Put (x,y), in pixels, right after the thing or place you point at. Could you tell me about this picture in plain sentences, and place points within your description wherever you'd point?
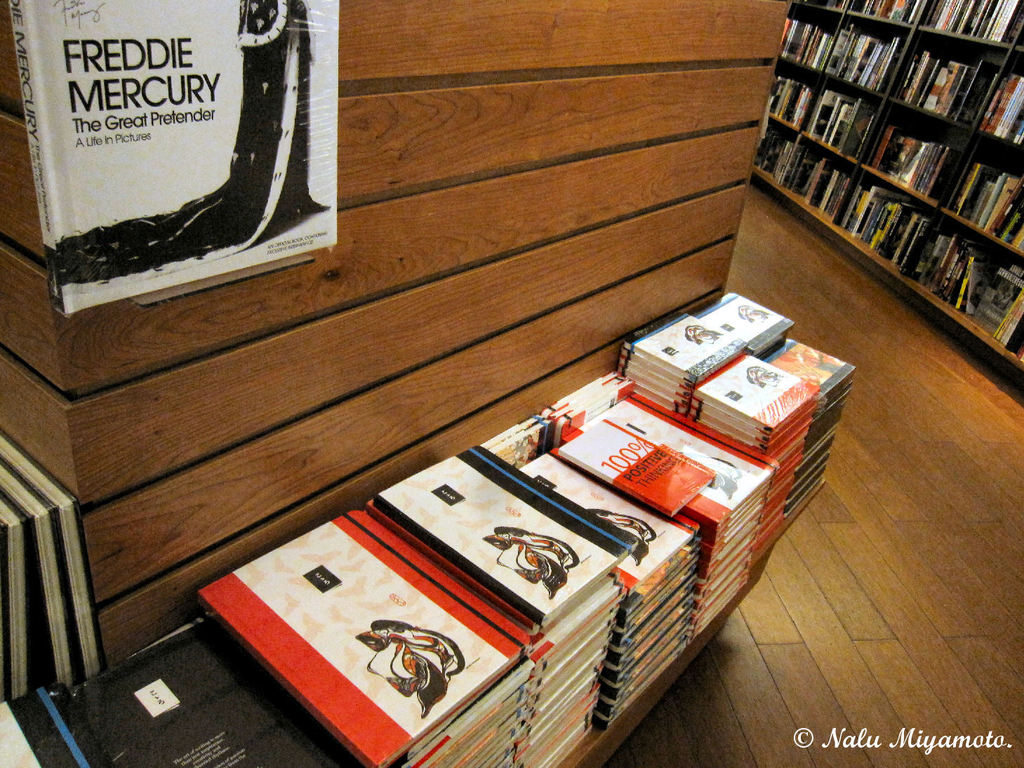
In the foreground of this image (423,544), there are books (612,572) near a wooden pillar (218,454) and at the top (194,166), there is another book (194,186). In the background (879,451), there is floor (907,464) and the books (926,98) in the rack (898,128).
